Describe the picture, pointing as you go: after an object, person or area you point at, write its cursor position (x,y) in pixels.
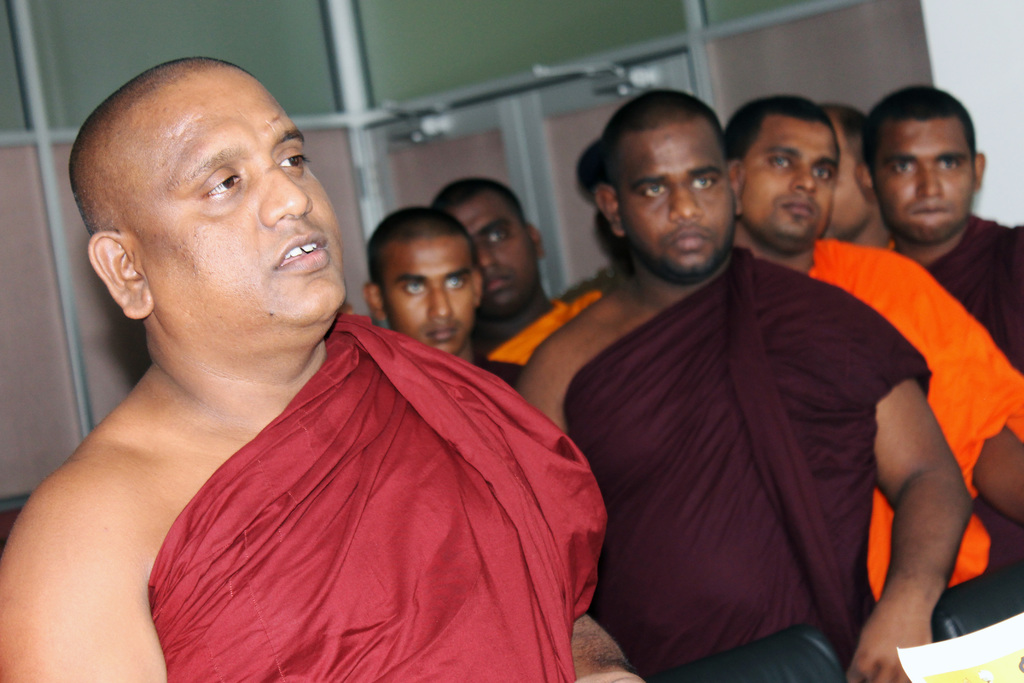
In the picture I can see a man (291,309) on the left side (308,456) wearing a red colored cloth (343,440) and looks like he is speaking. I can see a few men (537,295) on the right side (749,244). There is a paper (995,638) on the bottom right side of the picture (1017,630). In the background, I can see the glass windows (760,18).
